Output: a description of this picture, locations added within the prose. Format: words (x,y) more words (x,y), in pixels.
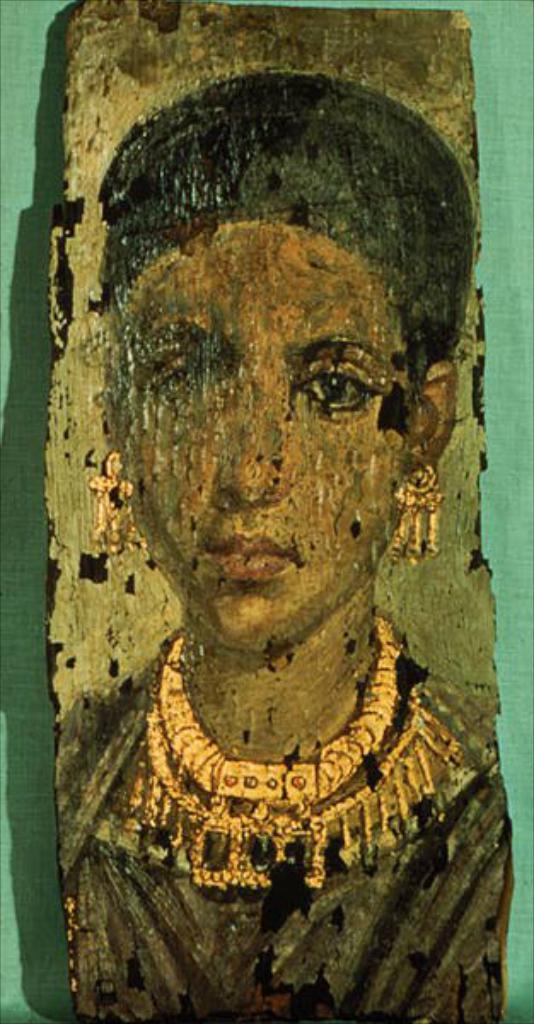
In this image I can see depiction picture (149,552) of a woman (264,250) on the board (266,248). I can also see green colour in the background (480,63).
